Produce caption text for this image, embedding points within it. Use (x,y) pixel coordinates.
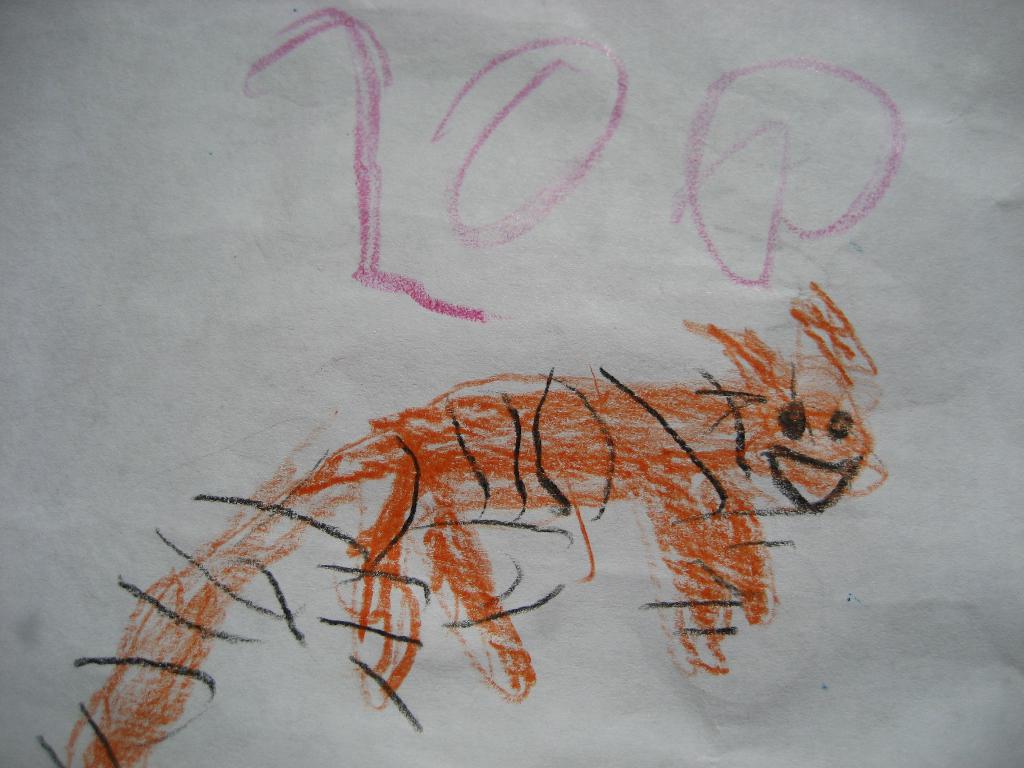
In this picture we can see drawing (293,489) on the white surface (622,319).
